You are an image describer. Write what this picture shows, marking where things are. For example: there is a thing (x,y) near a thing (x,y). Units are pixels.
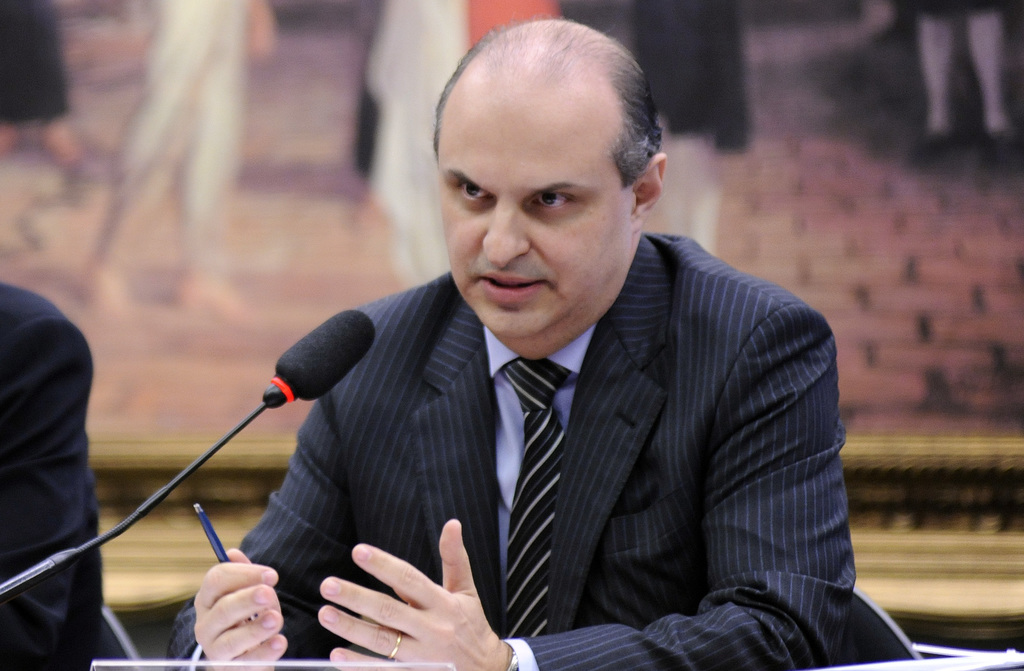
In this image I can see a person (661,432) wearing black colored blazer (669,453) and tie (519,533) is sitting and holding a pen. I can see a microphone (125,522) in front of him and the blurry background (129,572).
